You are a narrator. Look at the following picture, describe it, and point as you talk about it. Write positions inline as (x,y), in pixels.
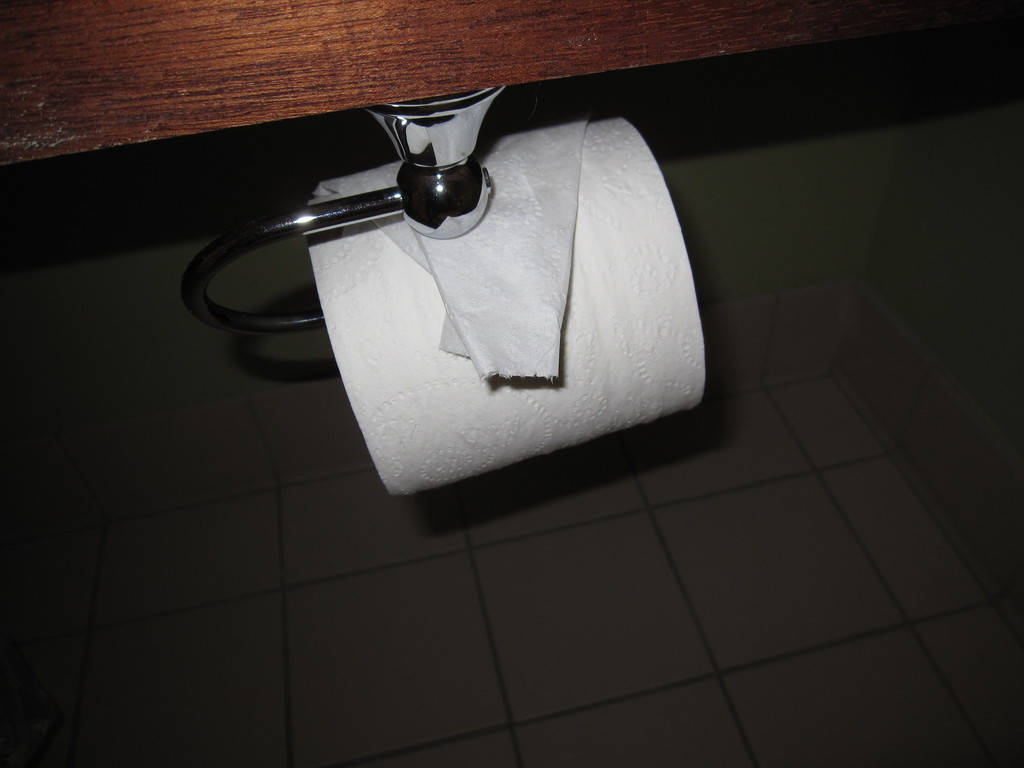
In the center of the picture (507,258) there is a tissue roll (335,327) to a hanger (470,193). At the top (291,38) there is a wooden object (263,44). At the bottom (520,638) it is floor (486,589).
